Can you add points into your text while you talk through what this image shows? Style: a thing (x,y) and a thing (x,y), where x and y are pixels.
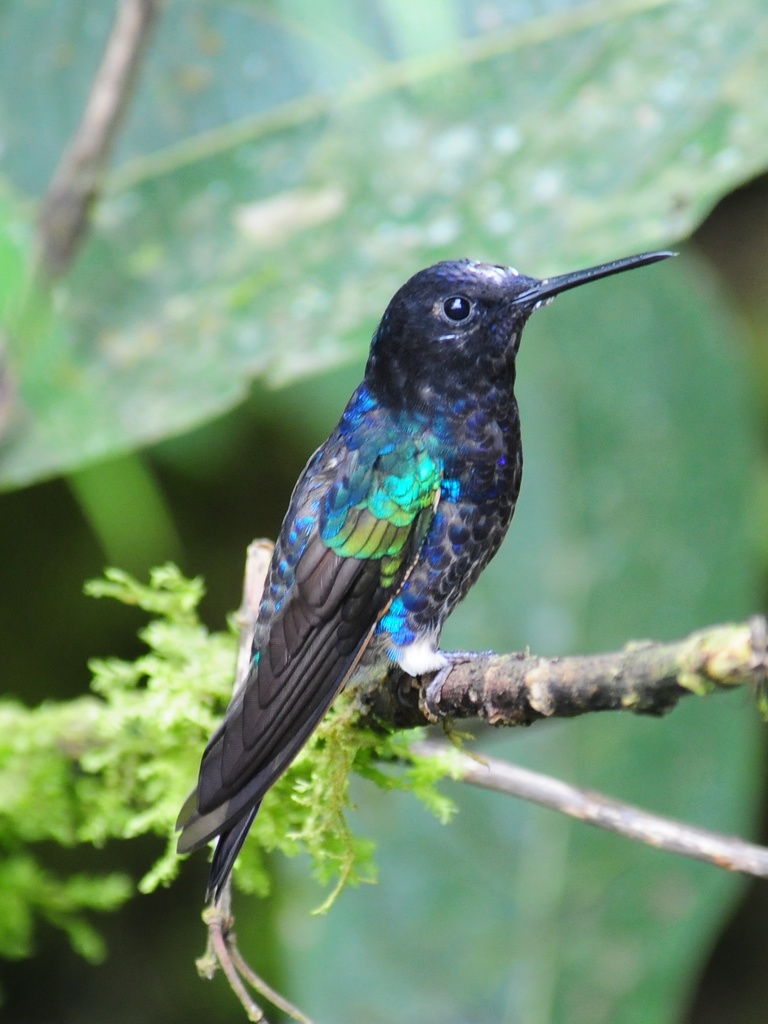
In this image we can see a bird (441,446) sitting on the branch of the plant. There are many leaves (606,449) in the image.
